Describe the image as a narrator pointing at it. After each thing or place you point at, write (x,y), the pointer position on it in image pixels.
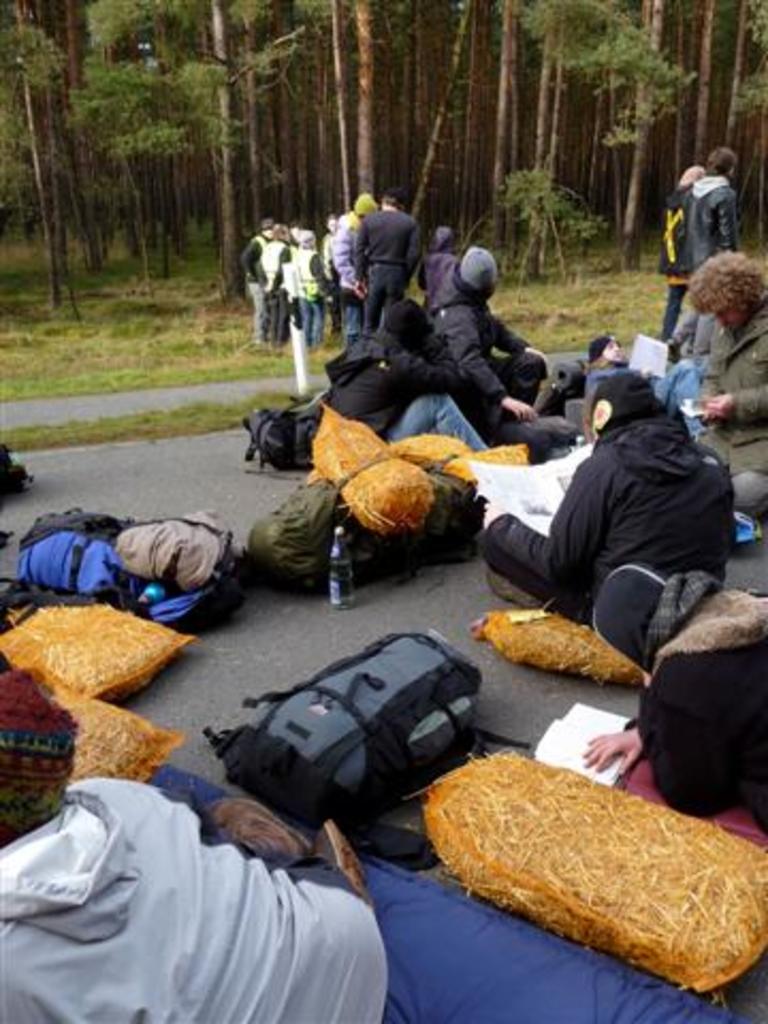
In the picture we can see a road (474,597) on it, we can see some luggage (149,545) and some people (69,976) are sitting on the road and beside it, we can see a grass surface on it, we can see some people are standing and in the background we can see full of trees (8,121).
